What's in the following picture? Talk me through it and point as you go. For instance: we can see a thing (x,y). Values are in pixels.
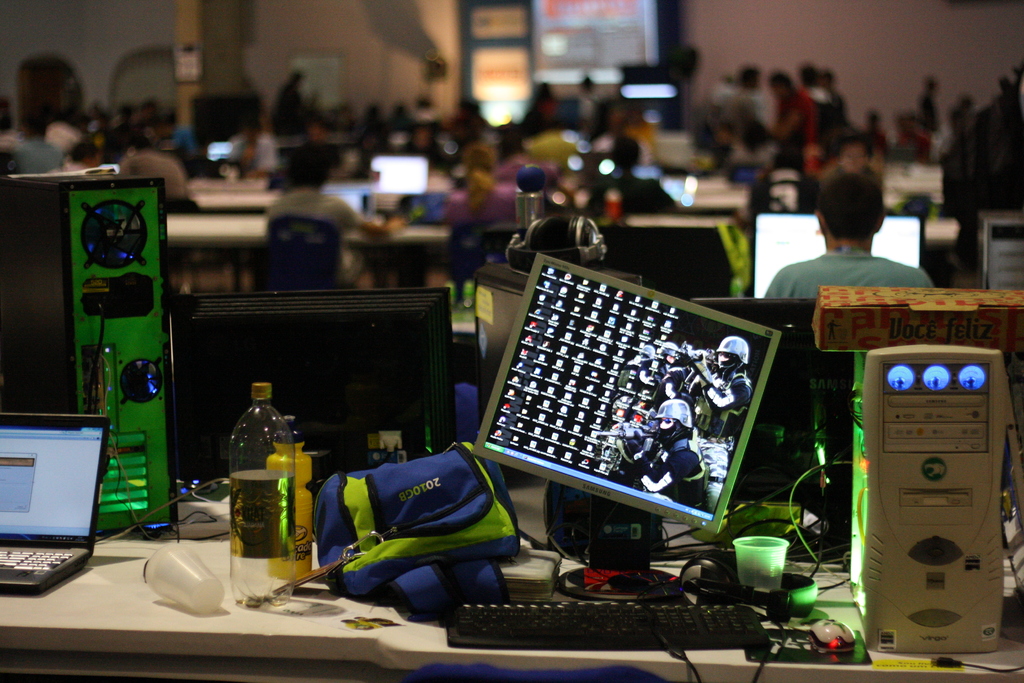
In this image I can see a crowd (985,175) on the floor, laptops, PC's (605,415), bottles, bags (483,516), boxes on the table (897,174) and chairs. In the background (898,36) I can see a wall (898,36) and a screen (600,25). This image is taken may be in a hall (453,309).
